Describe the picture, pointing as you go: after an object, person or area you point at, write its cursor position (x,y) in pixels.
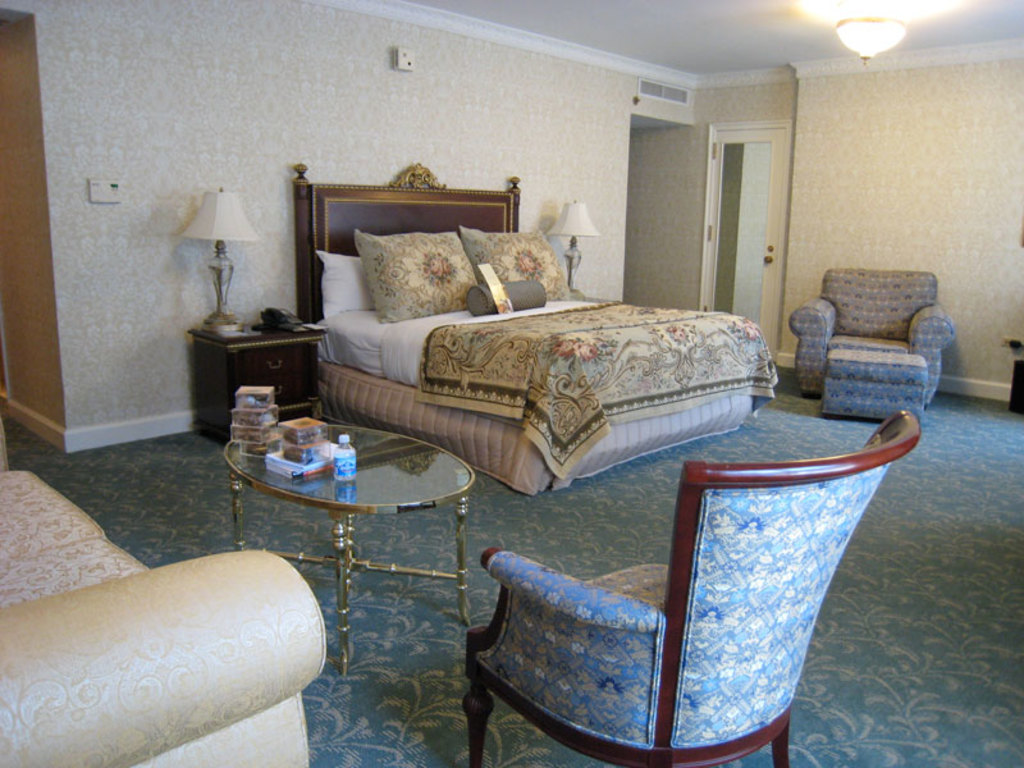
The picture is clicked inside a house (572,551) where there are unoccupied sofas (104,550), chairs (635,590) and there is a beautiful bed (553,316) and in the background (219,219) we also observe two lamps (214,231) on the both sides of the bed (475,203). There is a glass door (757,207) in the background (712,181).
